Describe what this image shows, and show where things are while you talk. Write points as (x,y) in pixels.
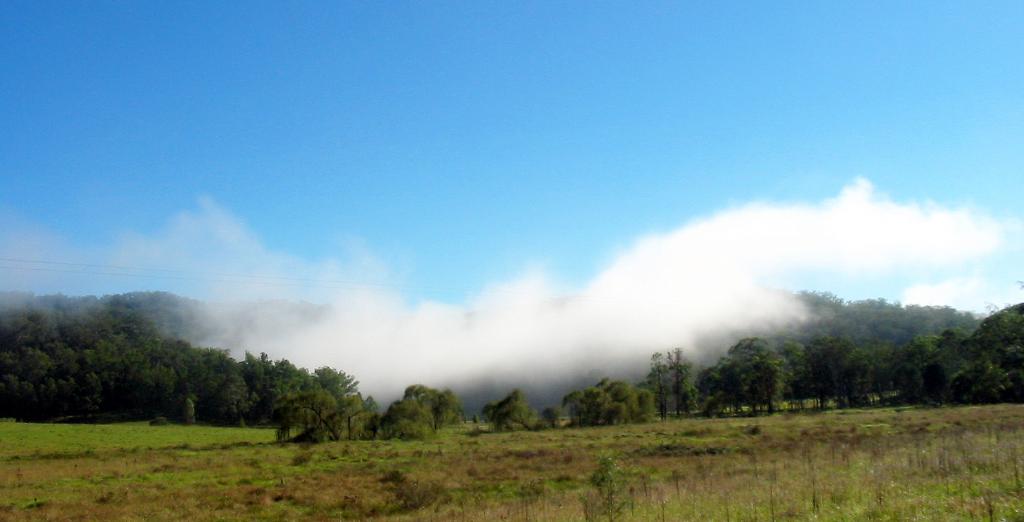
These are the trees (585,415). This looks like a fog (452,356). I can see the grass (485,453) and plants (809,498). This is the sky (544,116).
